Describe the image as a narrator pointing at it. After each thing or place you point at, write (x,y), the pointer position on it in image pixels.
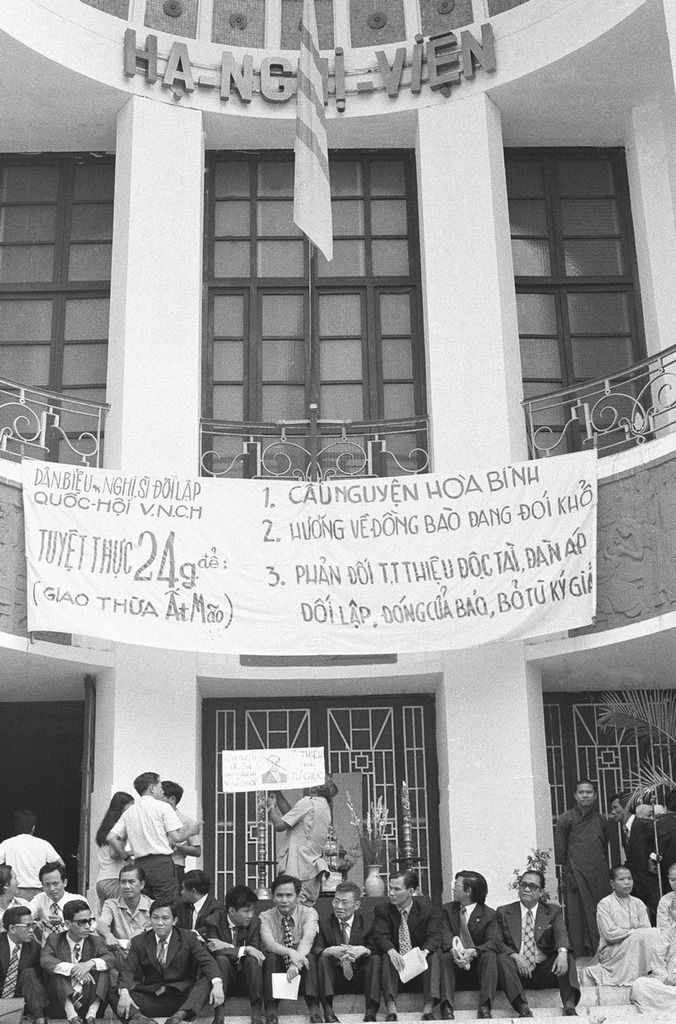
It is a black and white image. In this image we can see the building (363,345) with the windows (224,285). We can also see a banner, board (272,766), flag (303,142) and also a few people (560,816) standing. We can see a house plant (647,705) on the right (650,715). At the bottom (474,926) we can see the people (488,928) sitting on the stairs (592,997).
